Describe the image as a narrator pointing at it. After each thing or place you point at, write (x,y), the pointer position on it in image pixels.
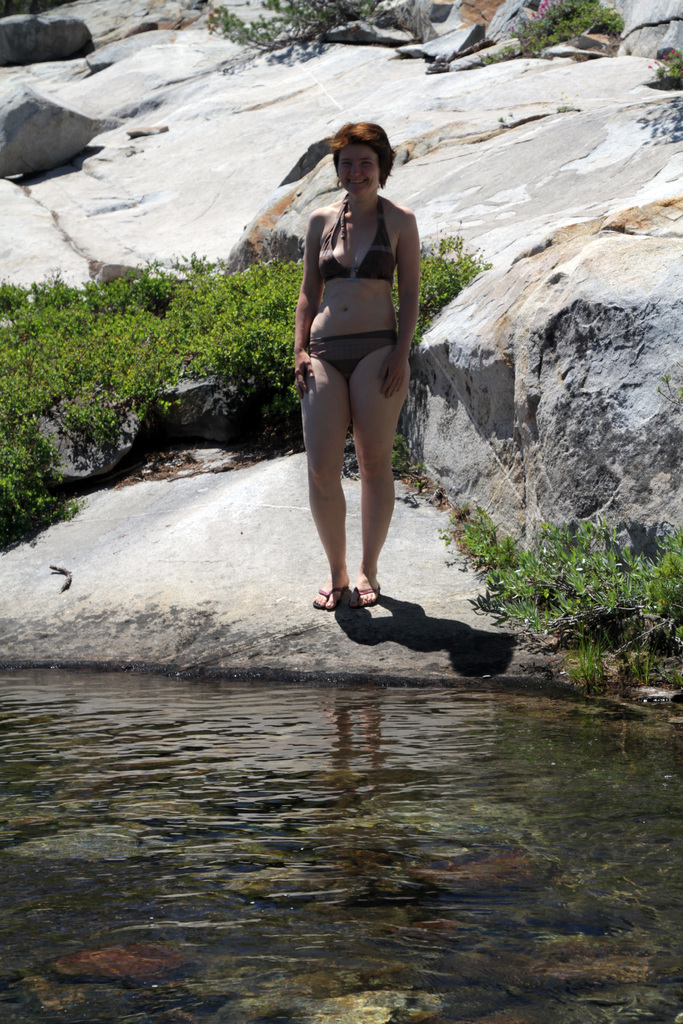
In this image there is a woman (321,370) standing on the rock (302,468), in front of the woman (320,489) there is water (281,784), behind the woman (310,481) there are plants (253,293) and rocks (231,267).
